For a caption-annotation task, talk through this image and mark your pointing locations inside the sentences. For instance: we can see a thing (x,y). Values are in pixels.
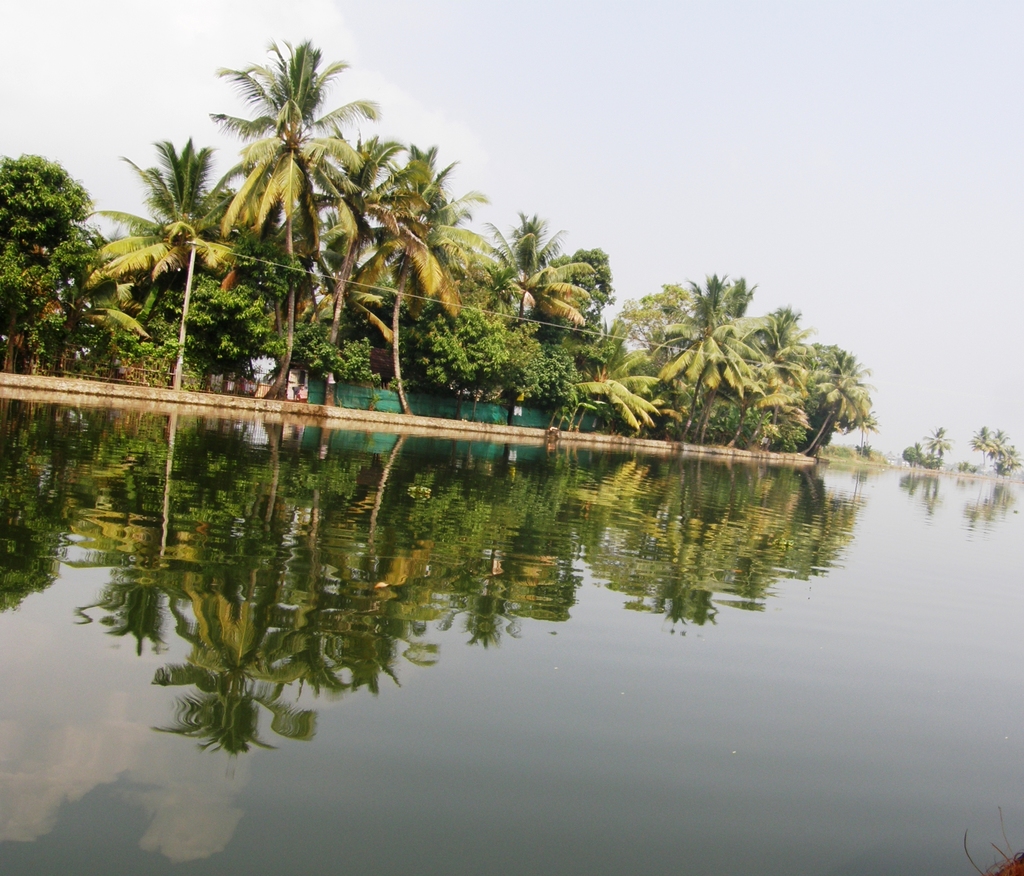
At the bottom of the image (336,654) there is water (282,452). On the water (166,499) there is a reflection (262,555) of trees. Behind the water (755,512) there are trees (327,306). At the top of the image (817,114) there is sky (700,121).
